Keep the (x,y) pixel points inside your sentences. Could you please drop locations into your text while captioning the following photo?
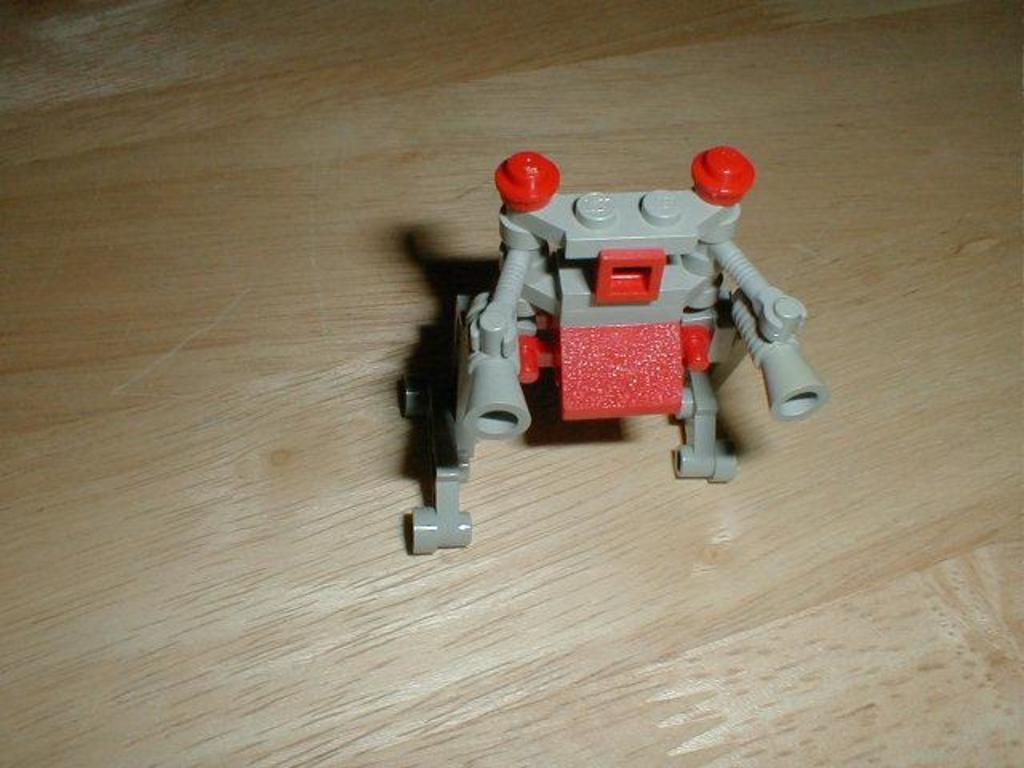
In this image, this looks like an object (757,344), which is placed on the wooden board (478,551).
